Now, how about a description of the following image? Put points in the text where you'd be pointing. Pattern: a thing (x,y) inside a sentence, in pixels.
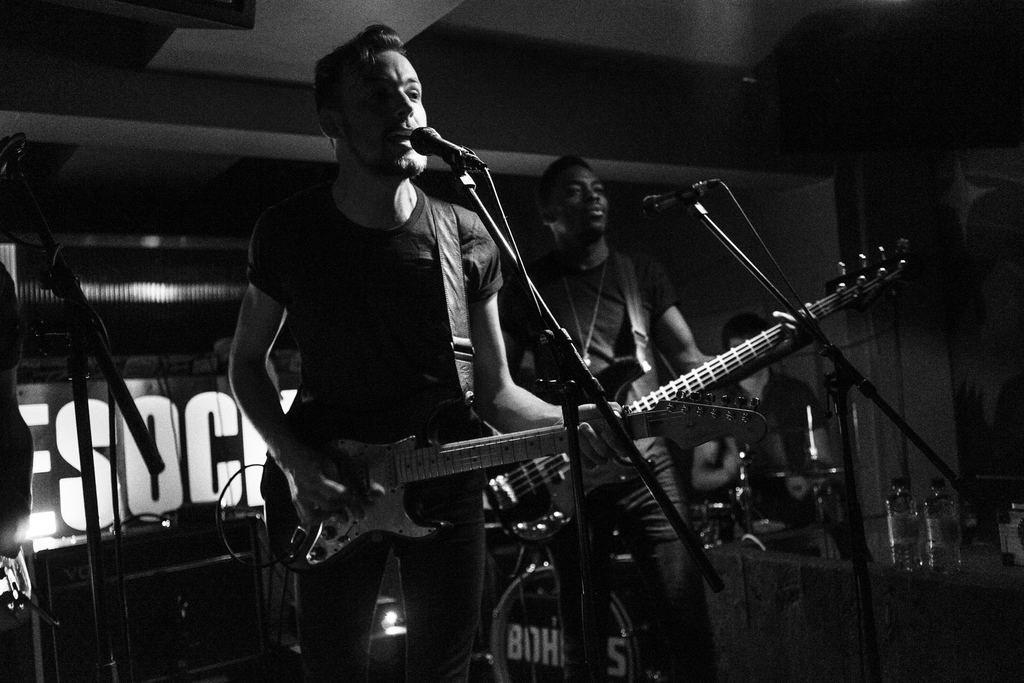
In the center (426,415) we can see two persons (391,392) were holding guitar (373,466) and they were standing. In front we can see microphone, in the background (179,231) there is a wall (978,441), cupboard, water bottles (946,520), musical instruments (819,476) and one person (804,400) is sitting.
